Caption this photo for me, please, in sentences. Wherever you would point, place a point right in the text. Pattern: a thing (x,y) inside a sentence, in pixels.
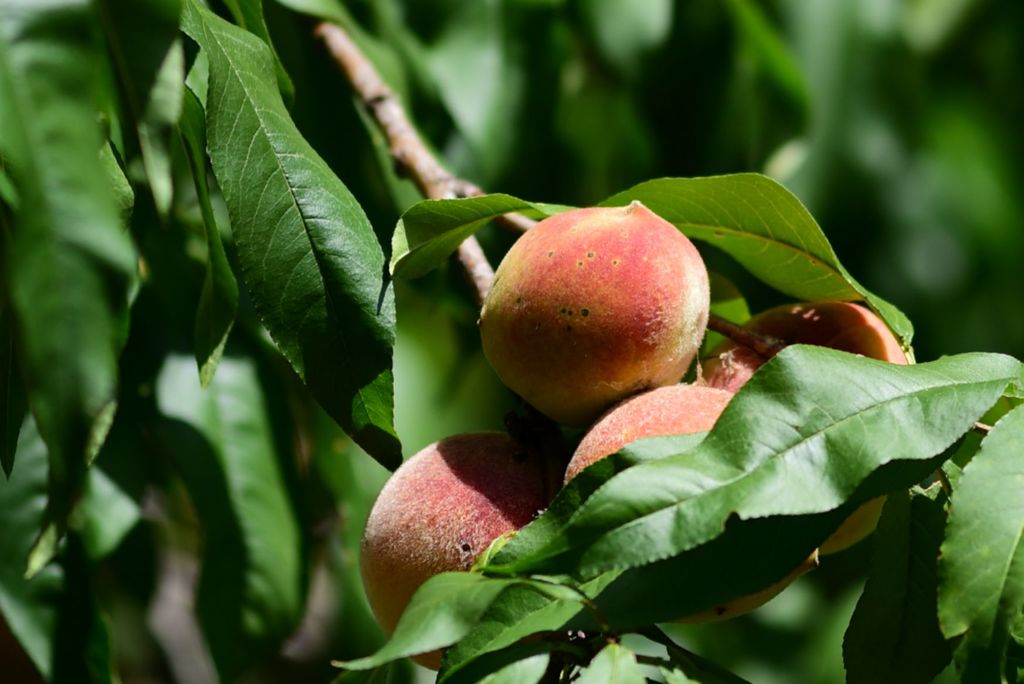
In this image there is a plant (650,216) to which there are fruits (568,384) and green leaves (316,217) beside it.
